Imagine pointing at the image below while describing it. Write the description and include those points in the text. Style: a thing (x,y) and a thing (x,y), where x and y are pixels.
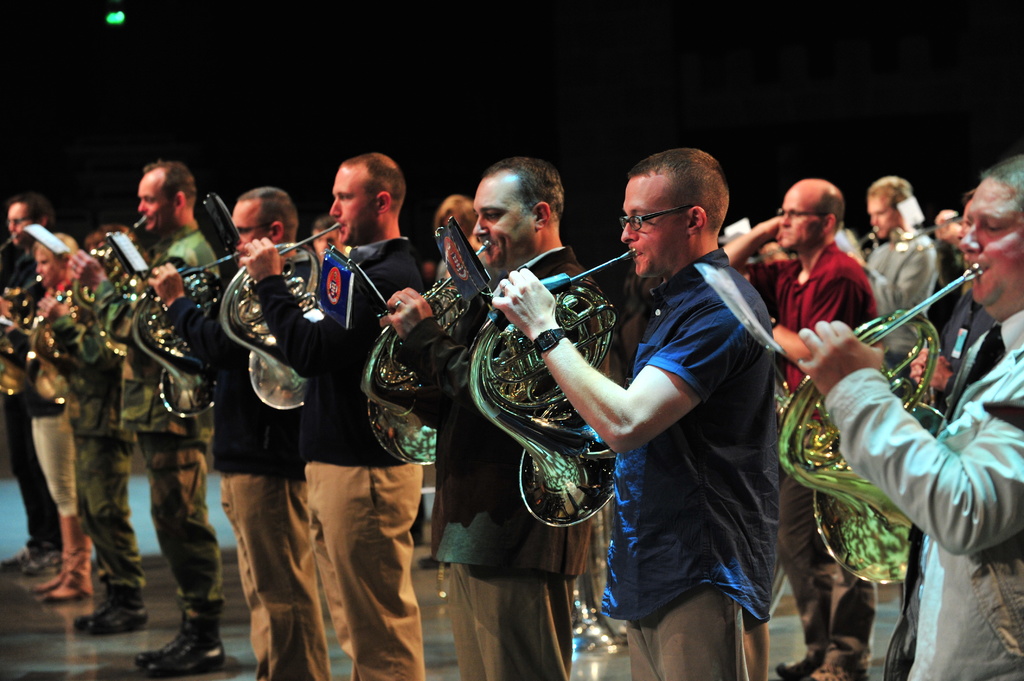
In this image I can see group of people (195,467) standing and they are playing few musical instruments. Background (836,258) I can see few other persons (813,210) standing and I can see dark background (17,176).
